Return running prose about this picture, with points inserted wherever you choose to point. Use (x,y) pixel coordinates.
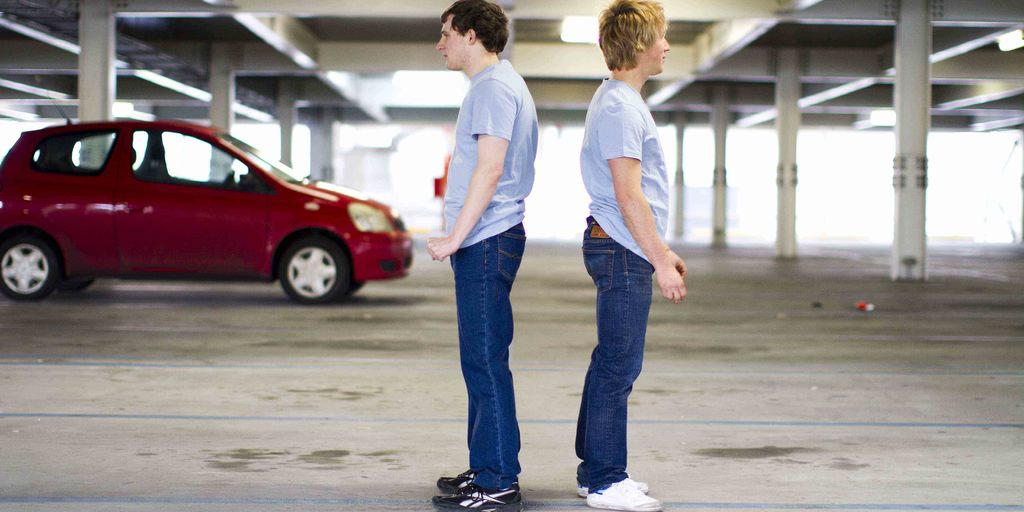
In this image we can see men (472,315) standing on the floor (455,307), motor vehicle (287,244), pillars (315,119) and roof (168,64).
